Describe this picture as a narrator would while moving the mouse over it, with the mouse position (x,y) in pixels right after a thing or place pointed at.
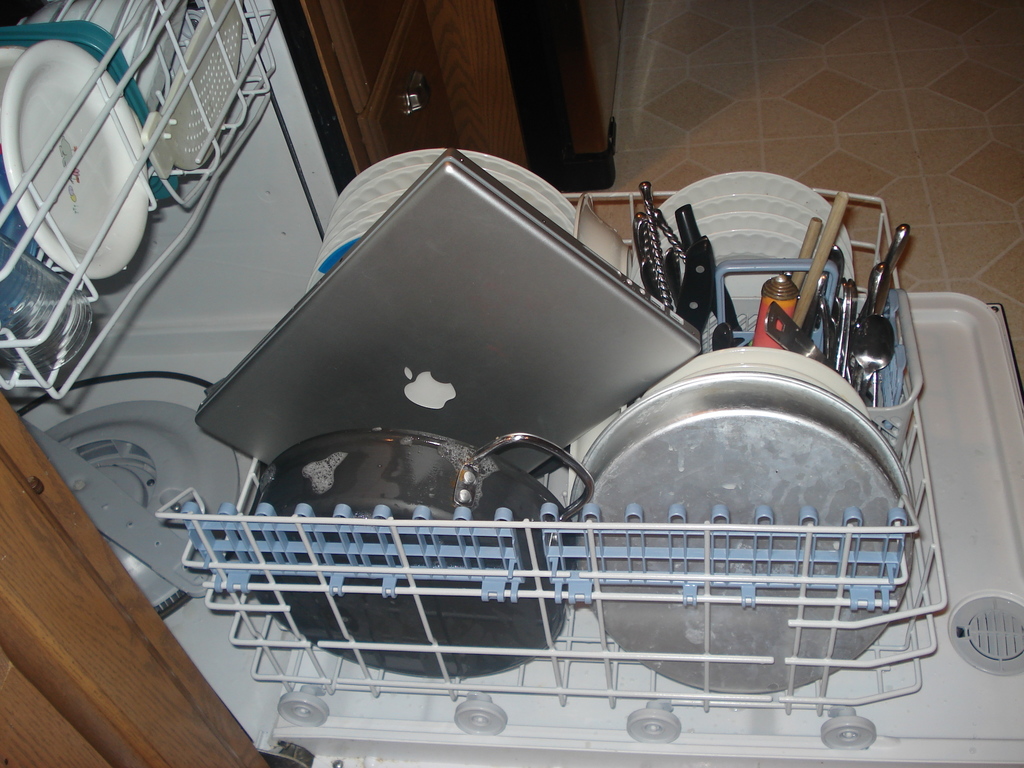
In this image I can see a dishwasher (958,431), on the dishwasher (1002,466) I can see steel stand (48,198), on the stand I can see vessels (813,392), spoons (828,319), bowls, plates (818,375) and on the left side (3,128) I can see bowls (95,116) kept on the stand (39,211).
